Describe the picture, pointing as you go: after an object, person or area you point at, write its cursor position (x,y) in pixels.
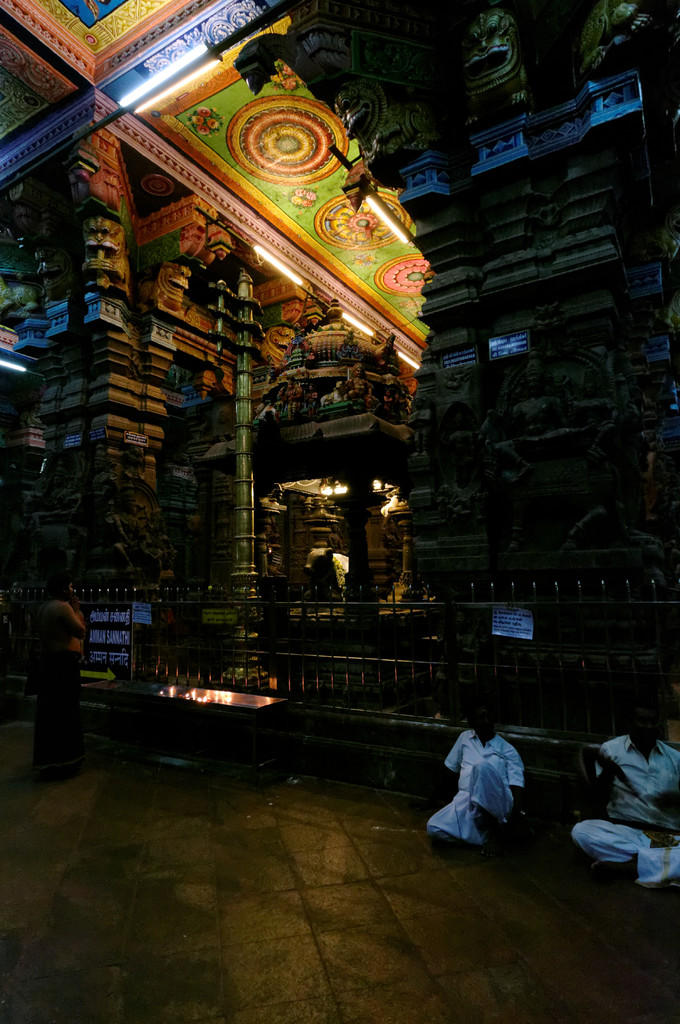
The image is taken in the temple (413,382). On the left side of the image (57,762) we can see a man (44,735) standing. At the bottom (431,833) there are two people (524,803) sitting and we can see a table (173,726). At the top (173,92) there are lights (406,230).
